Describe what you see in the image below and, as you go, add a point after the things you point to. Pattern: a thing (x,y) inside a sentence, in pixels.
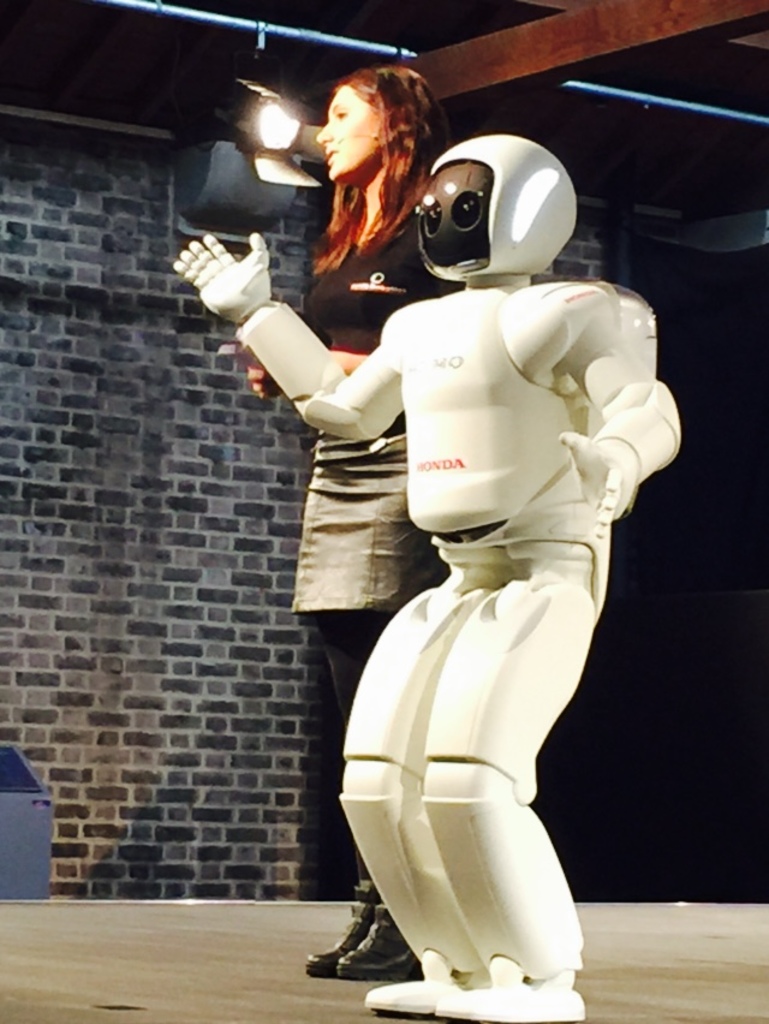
In this image, in the middle (476,485), we can see an electronic instrument (529,454) which is in white color and a woman (406,489) standing on the floor (286,1009). In the background (170,723), we can see a box (7,789), brick wall (243,468) and black color. At the top (275,29), we can see a light (278,206) and a roof (518,125).
